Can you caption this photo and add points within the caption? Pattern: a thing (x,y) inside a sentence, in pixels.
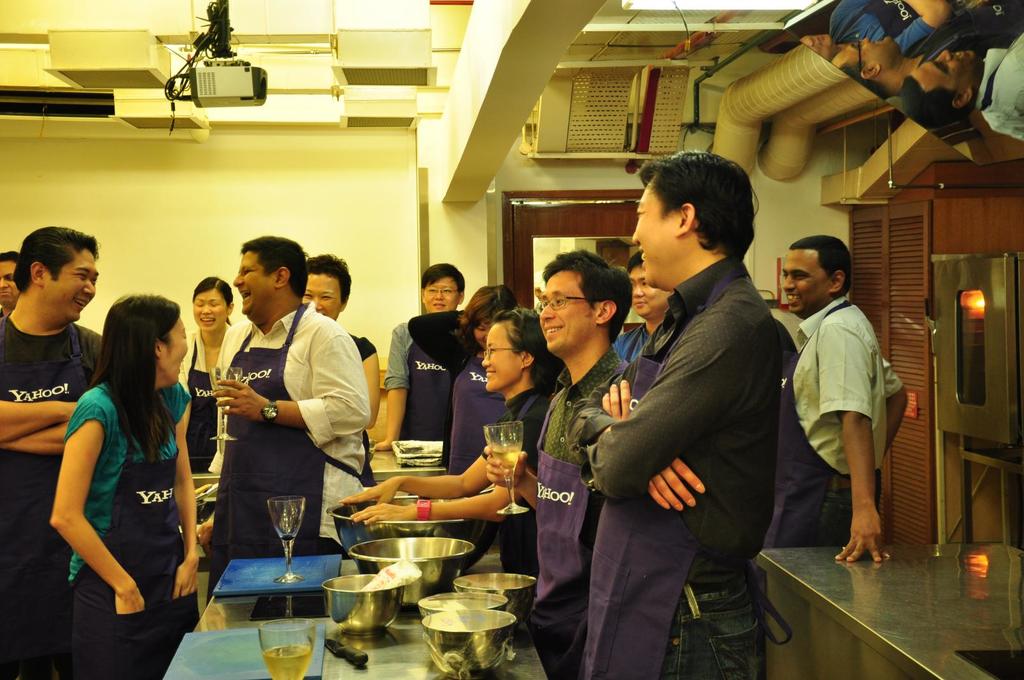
In this image I can see on the right side (713,511) few people (698,523) are standing and wearing aprons (657,435). On the left side (311,464) few persons (168,306) are standing and laughing, in the middle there are bowls (455,593) and wine glasses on this table (407,612). At the top (221,103) there is the projector (197,104).
